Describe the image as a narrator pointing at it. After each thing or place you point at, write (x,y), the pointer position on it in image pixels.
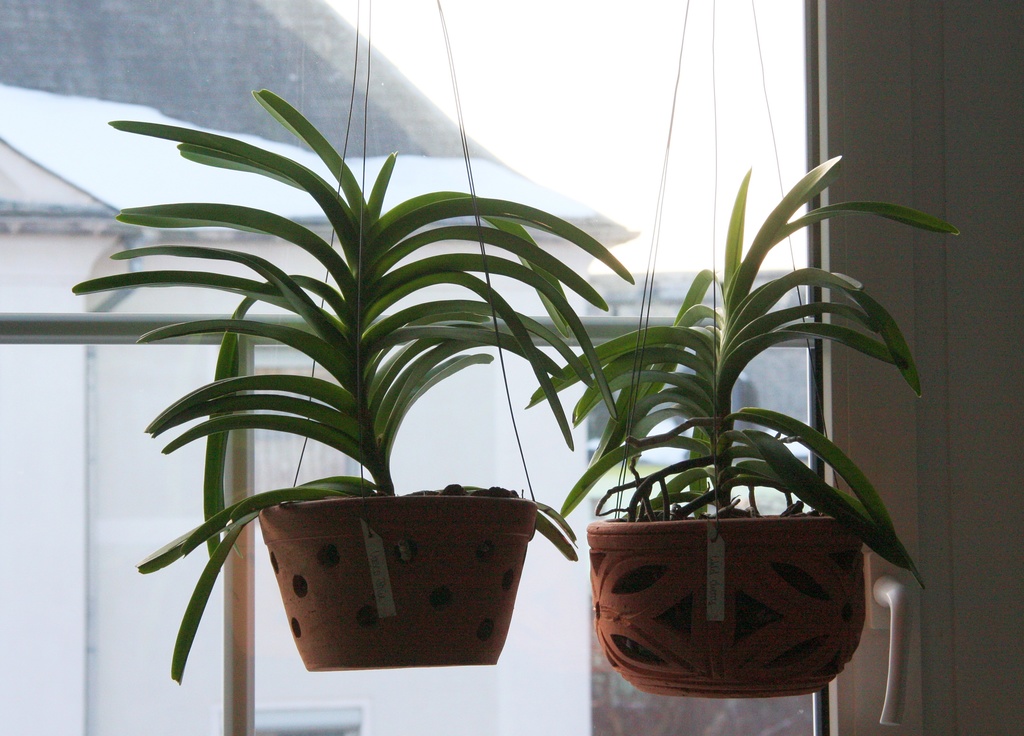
In this image, we can see plants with pots (592,573). On the right side of the image (878,599), we can see the door handle (890,633). Here we can see glass (581,112). Through the glass (586,148) we can see rods (547,322) and few things (91,415).
